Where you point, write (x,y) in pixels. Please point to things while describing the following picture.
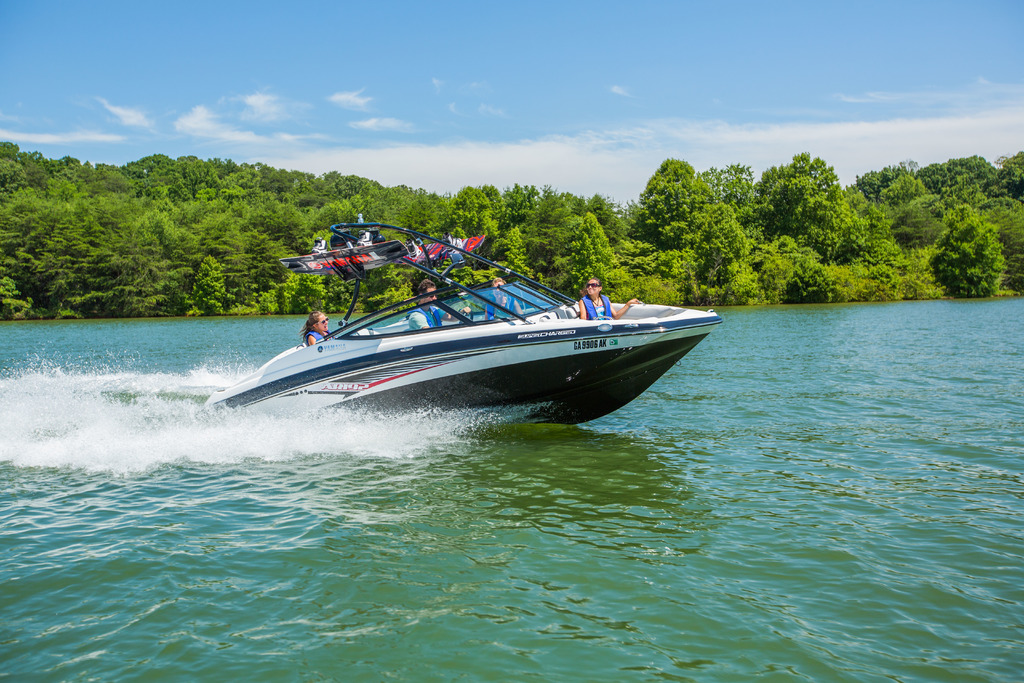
This image is taken outdoors. At the top of the sky (524,130) with clouds (609,175). At the bottom of the image (627,575) there is a river (138,548) with water (445,500). In the background (135,231) there are many trees (271,232) and plants (669,248) with leaves (819,268), stems (912,254) and branches (495,226). In the middle of the image (423,318) a few people (509,308) are riding on the speed boat (511,363).
